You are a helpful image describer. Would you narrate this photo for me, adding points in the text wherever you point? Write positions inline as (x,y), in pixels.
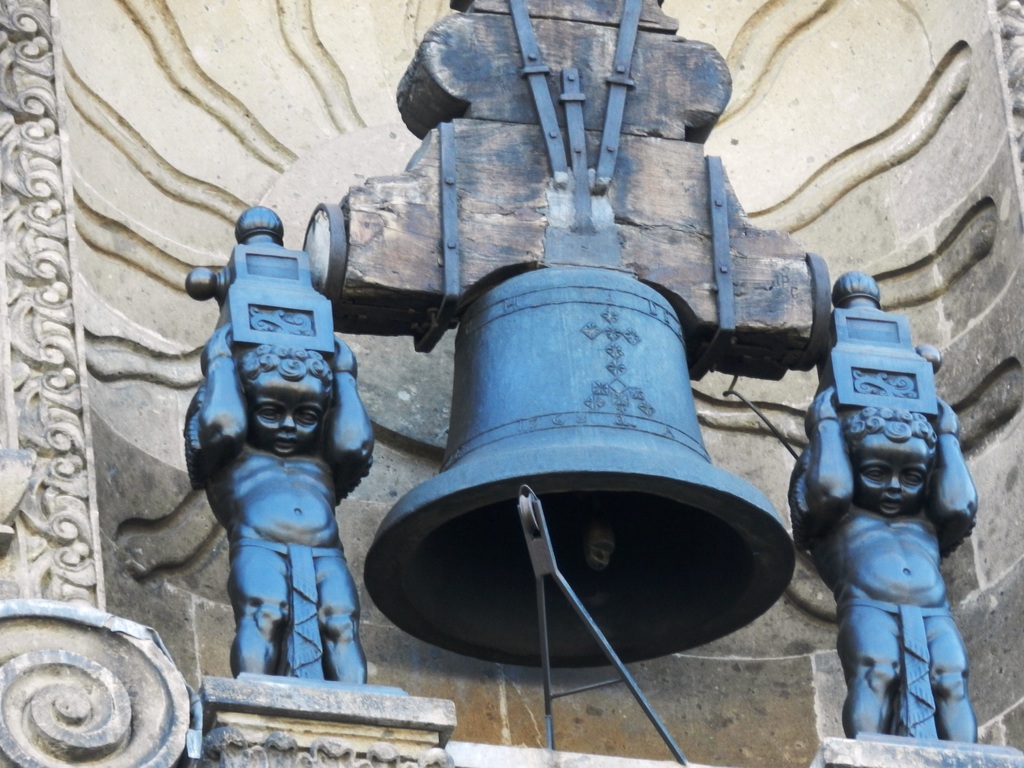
In the center of the image (460,363) there is a bell (395,577). There are two depictions (815,469) of a boy (222,353). In the background of the image (325,126) there is a wall (110,94).
